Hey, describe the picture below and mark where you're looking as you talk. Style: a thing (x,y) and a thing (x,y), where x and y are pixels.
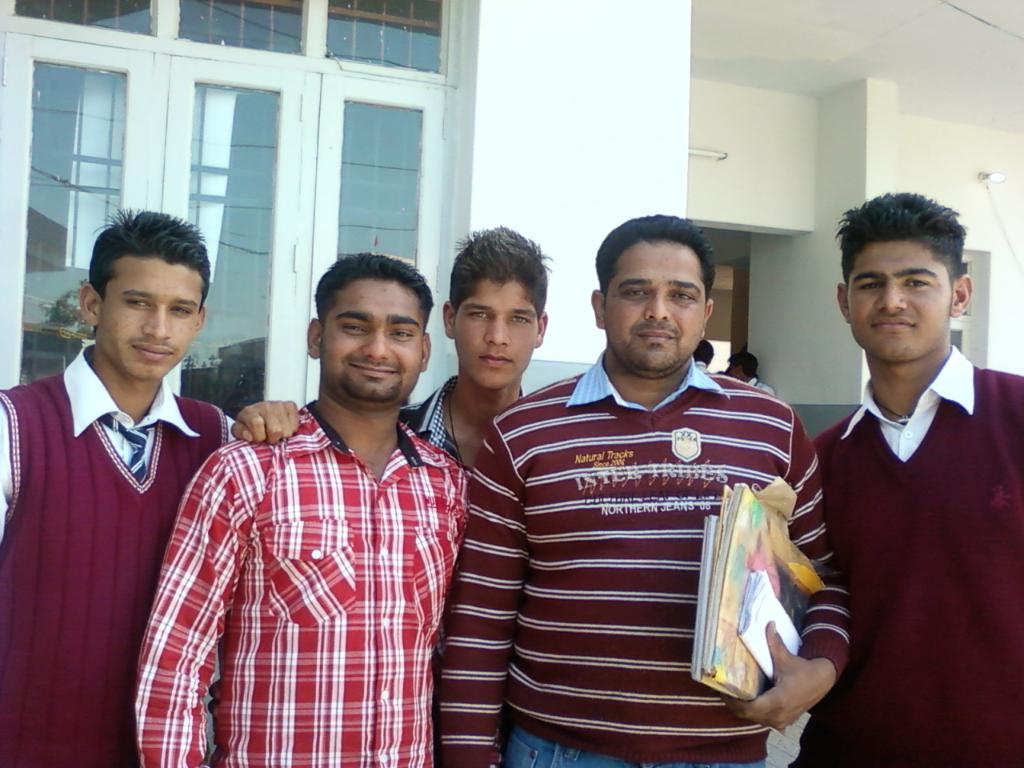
In this image there are five men (646,660) standing one of them is holding books (769,556) in his hand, in the background (575,7) there is a building (682,134) for that building (316,23) there is a window (306,185).
